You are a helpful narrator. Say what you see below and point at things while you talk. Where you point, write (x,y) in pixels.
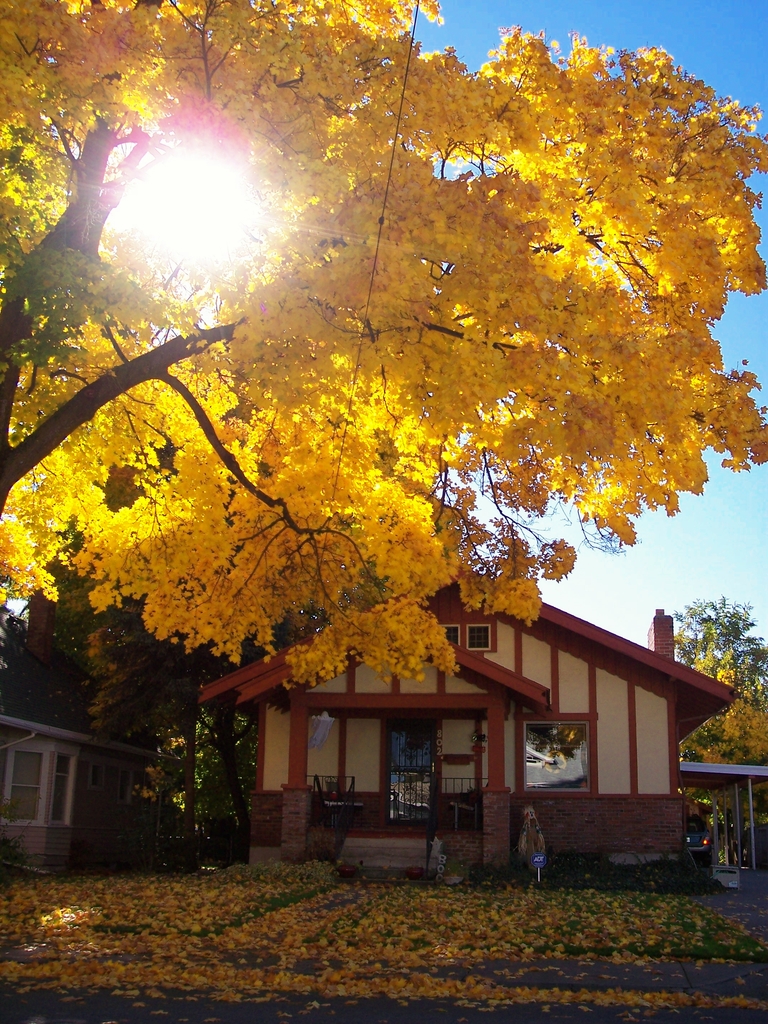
In this picture we can observe a tree (336,373) which is in yellow color. There are houses (267,749) here. In the background (726,536) there is a sky (684,559) and a sun (190,207).
